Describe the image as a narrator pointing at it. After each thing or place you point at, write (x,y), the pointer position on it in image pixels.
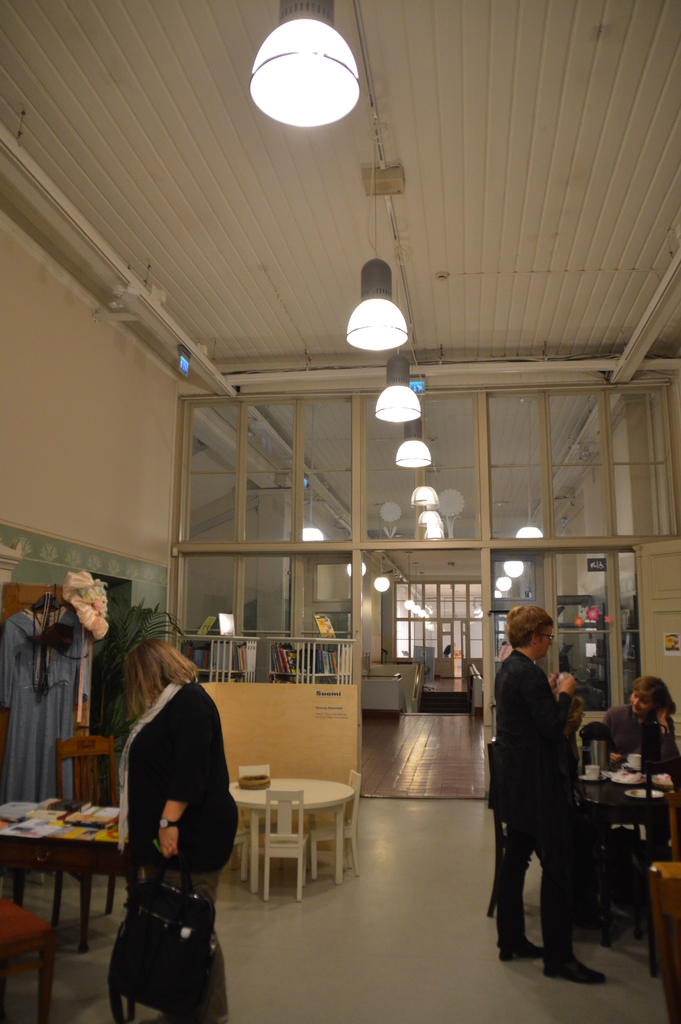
In this image there is a woman (174,786) standing on the floor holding a bag (171,931). Beside her a man (536,729) standing in black coat (546,807) in front of him, some peoples (627,720) are sitting on the chairs (648,811) and there is a table (636,807) on that some food items (632,793) are there is a glass window (449,476) above that there is a roof (423,289) on which lights (392,300) are hanging.
